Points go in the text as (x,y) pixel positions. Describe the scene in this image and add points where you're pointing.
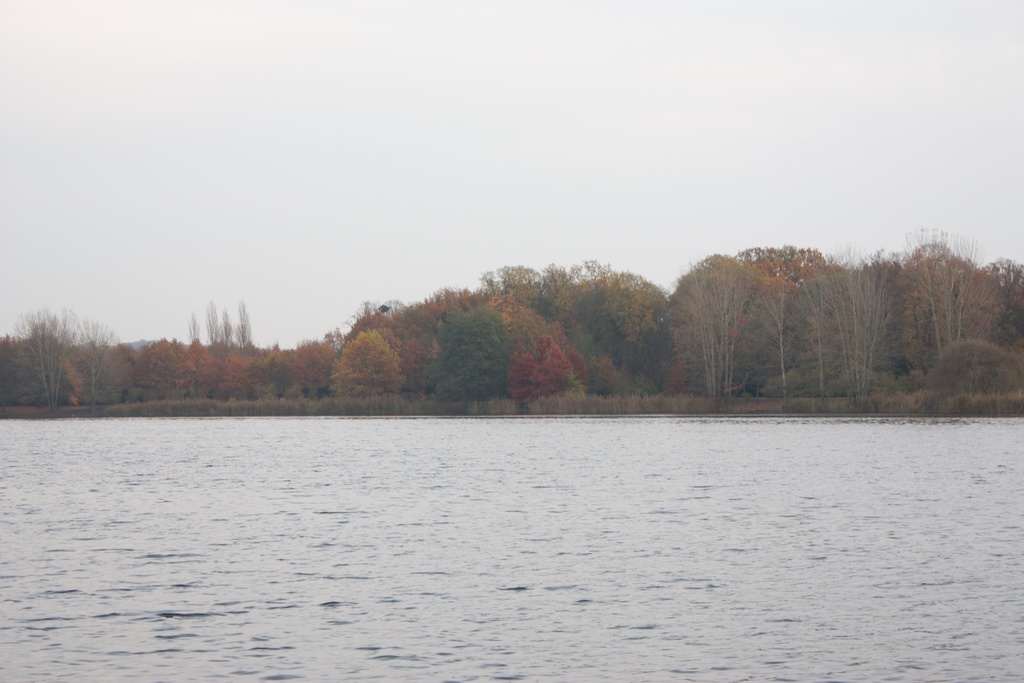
This image consists of water (560,543). In the background (167,371), there are trees (375,331). At the top (545,145), there is sky (362,144).
